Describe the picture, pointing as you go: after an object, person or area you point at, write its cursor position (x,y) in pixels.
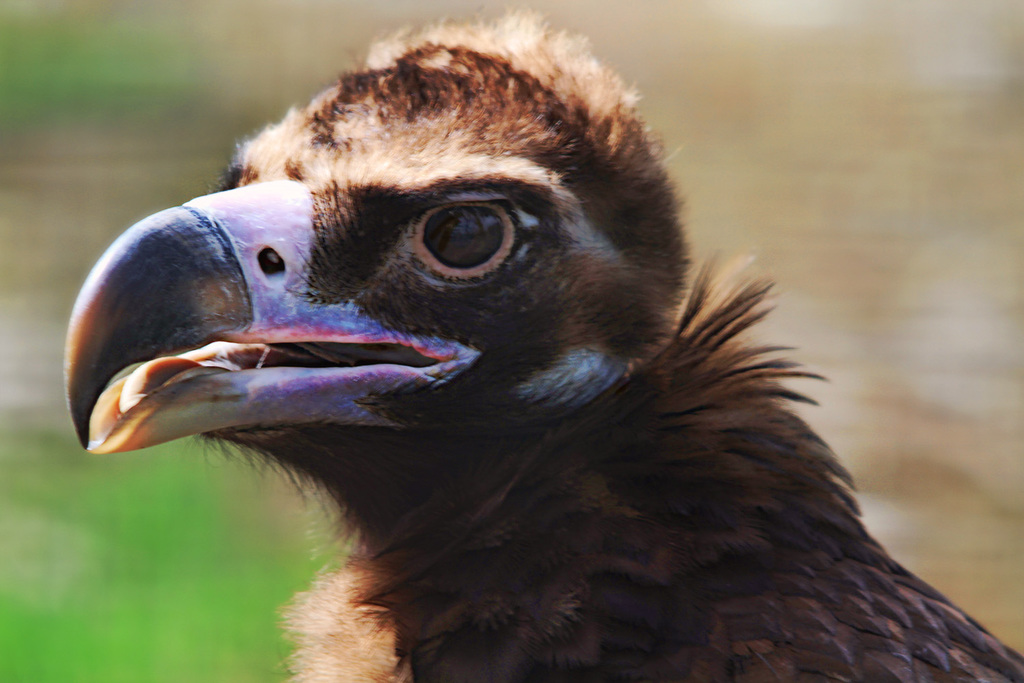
In this image in front (547,668) there is a bird (509,551) and the background of the image (208,563) is blur.
